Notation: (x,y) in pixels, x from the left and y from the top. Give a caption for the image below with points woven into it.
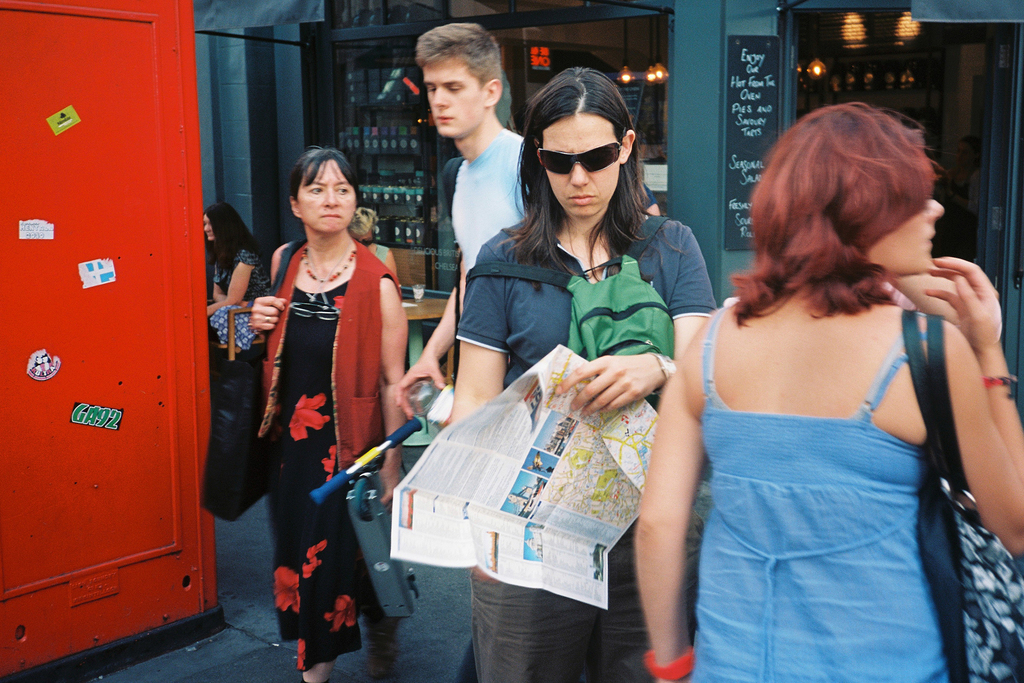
In the foreground of the picture (541,251) we can see people (509,229). On the left (134,377) there is a red color object (72,171). In the background (381,102) we can see people (360,223), racks (404,105), bottles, board (745,52), light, wall (703,44), pillar (690,77) and various objects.
